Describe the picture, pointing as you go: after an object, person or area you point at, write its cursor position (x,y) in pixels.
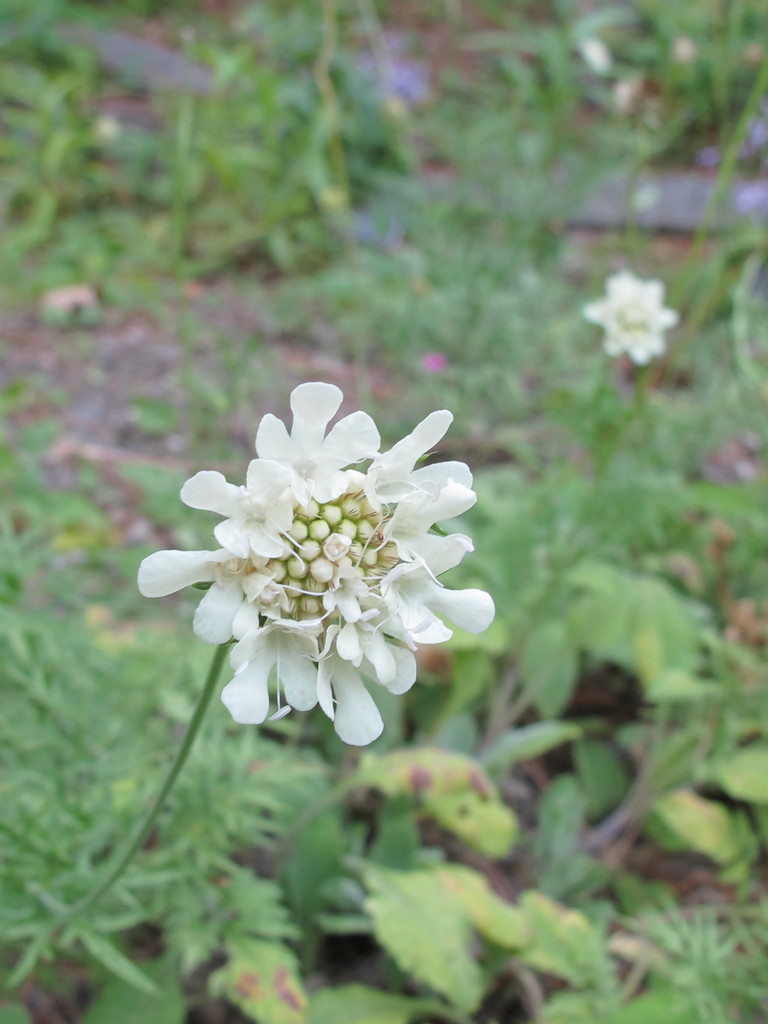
In this picture I can see plants (371,679) and white color flowers (423,544).
